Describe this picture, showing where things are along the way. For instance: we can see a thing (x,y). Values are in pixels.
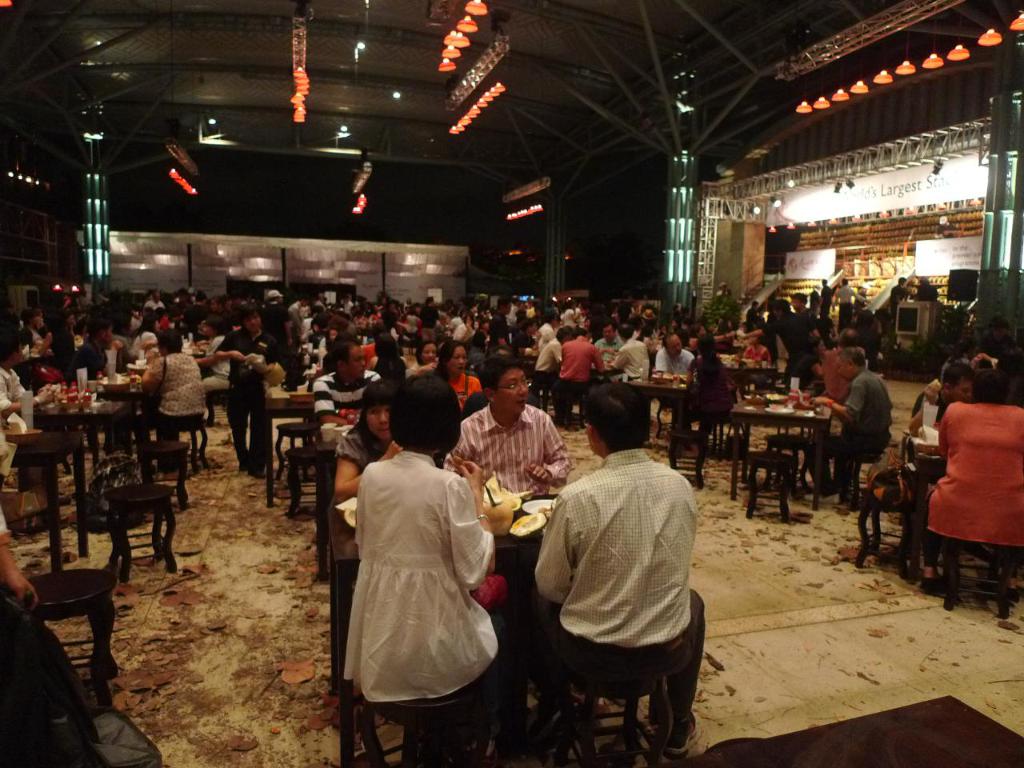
In the image we can see group of persons (449,670) were sitting on the chair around the table (532,547). On table (319,502) we can see some food items (500,526). In the background (433,295) there is a wall (422,278), light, banner (928,199), table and few persons (844,309) were standing.
